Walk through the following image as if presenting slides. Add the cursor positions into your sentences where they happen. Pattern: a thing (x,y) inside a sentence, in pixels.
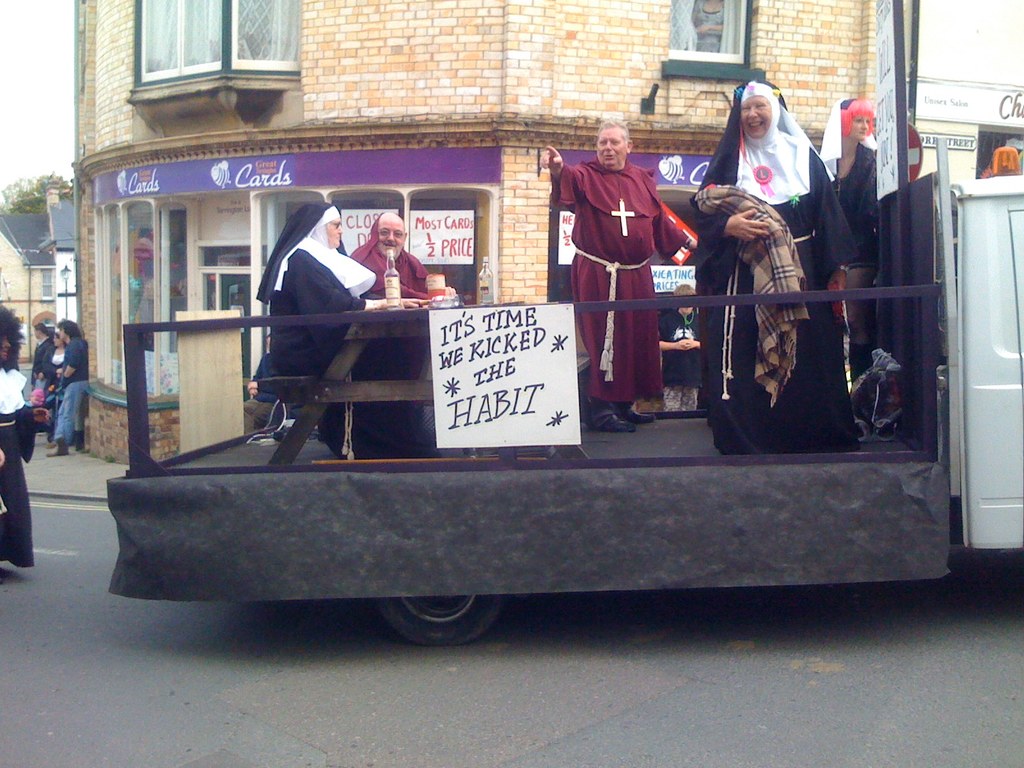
In the picture we can see a truck (488,607) on it we can see some people (305,270) are dressed in the church people costumes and behind it we can see a part of the building (236,31) with shops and near to it we can see some people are standing and beside them we can see some houses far away from them and poles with lamps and behind it we can see some trees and the sky (18,103).
